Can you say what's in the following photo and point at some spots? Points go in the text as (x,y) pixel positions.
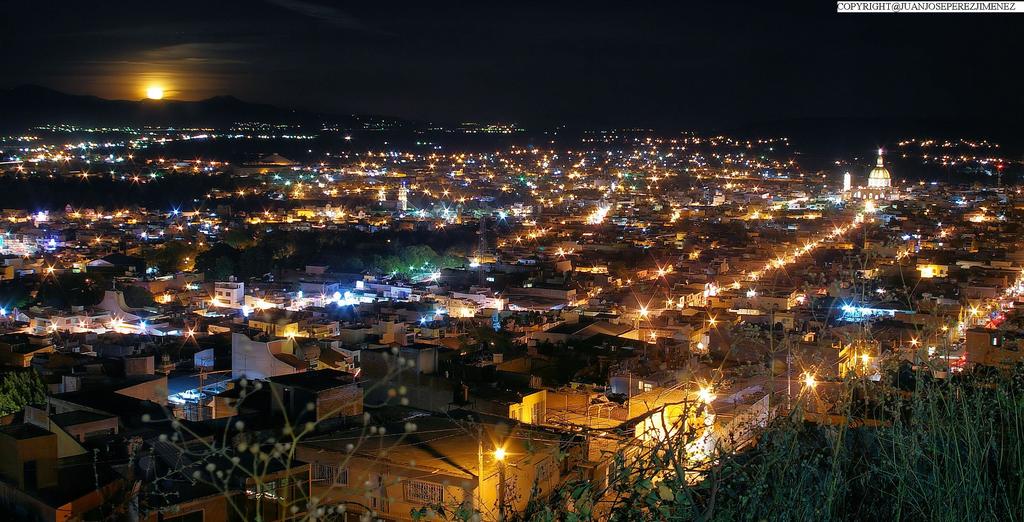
In this image, I can see the view of a city (382,228) with the buildings (541,271), lights (603,220) and trees (171,189). At the bottom of the image (578,497), I can see the plants (685,476). In the background (129,109), there are hills (148,109) and the moon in the sky (354,72).
